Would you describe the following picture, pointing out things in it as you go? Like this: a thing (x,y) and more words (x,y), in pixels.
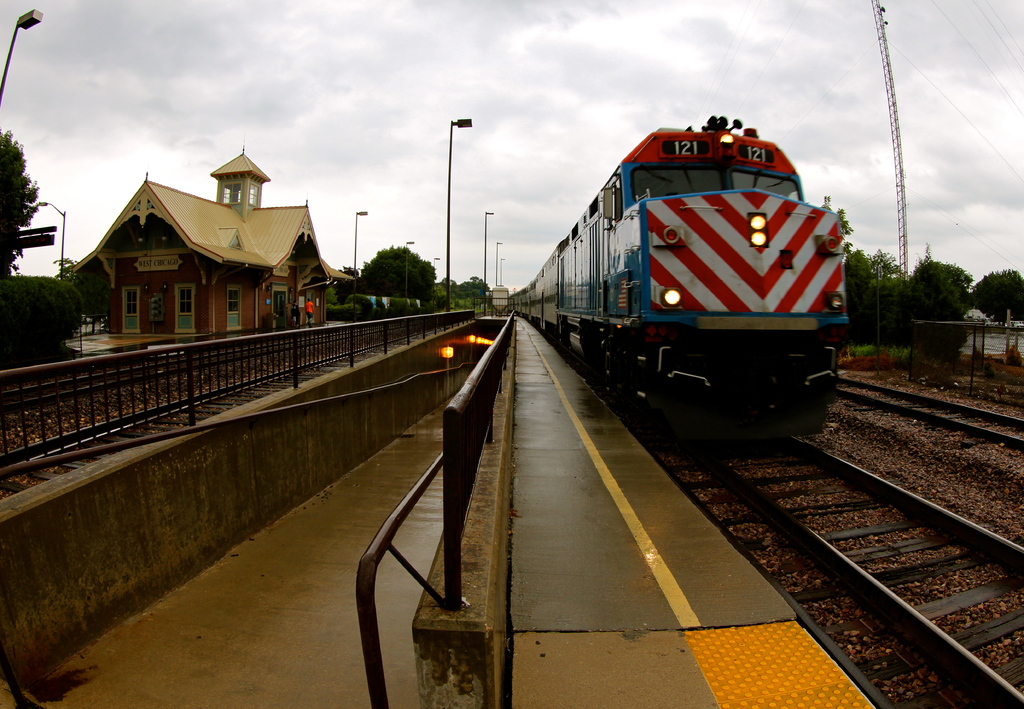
In this picture we can observe a railway station (525,375). There is a platform (559,398). We can observe a train (664,239) on the railway track (831,556). There is a black color railing (466,381). We can observe a subway (387,477). On the left side (236,301) we can observe a house (216,292). There are some poles (449,286) and trees (871,300) in this picture. In the background (732,75) there is a sky (425,56) with some clouds (485,59).
